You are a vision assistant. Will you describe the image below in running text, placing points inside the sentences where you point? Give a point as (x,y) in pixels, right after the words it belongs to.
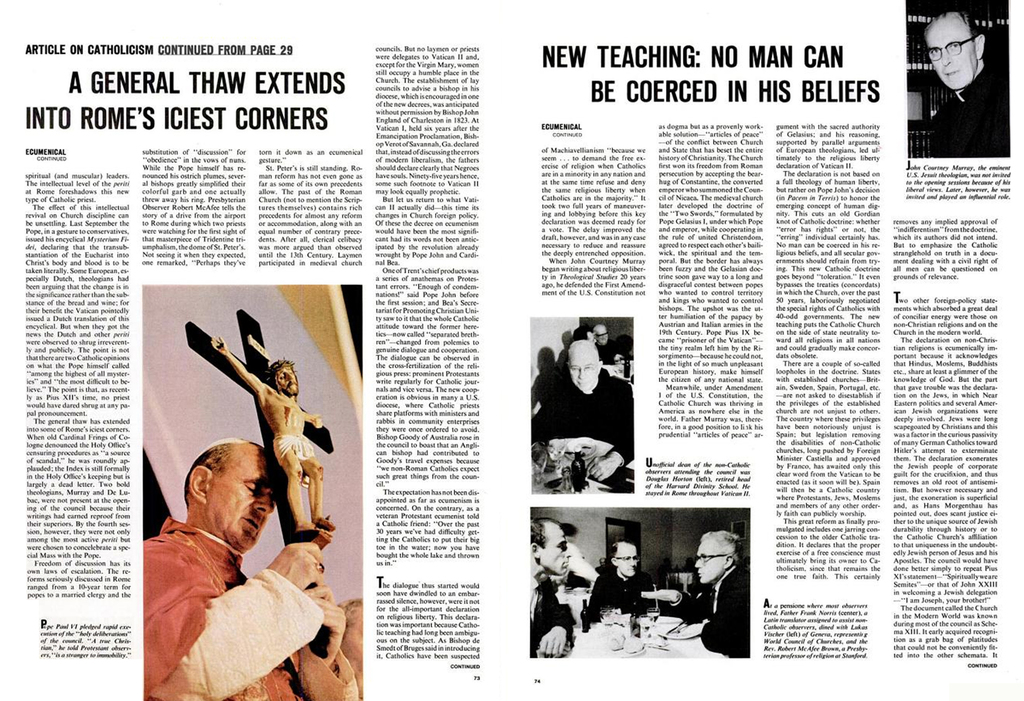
In this image, we can see a poster (430,382) with some images (994,6) and text (659,99).
